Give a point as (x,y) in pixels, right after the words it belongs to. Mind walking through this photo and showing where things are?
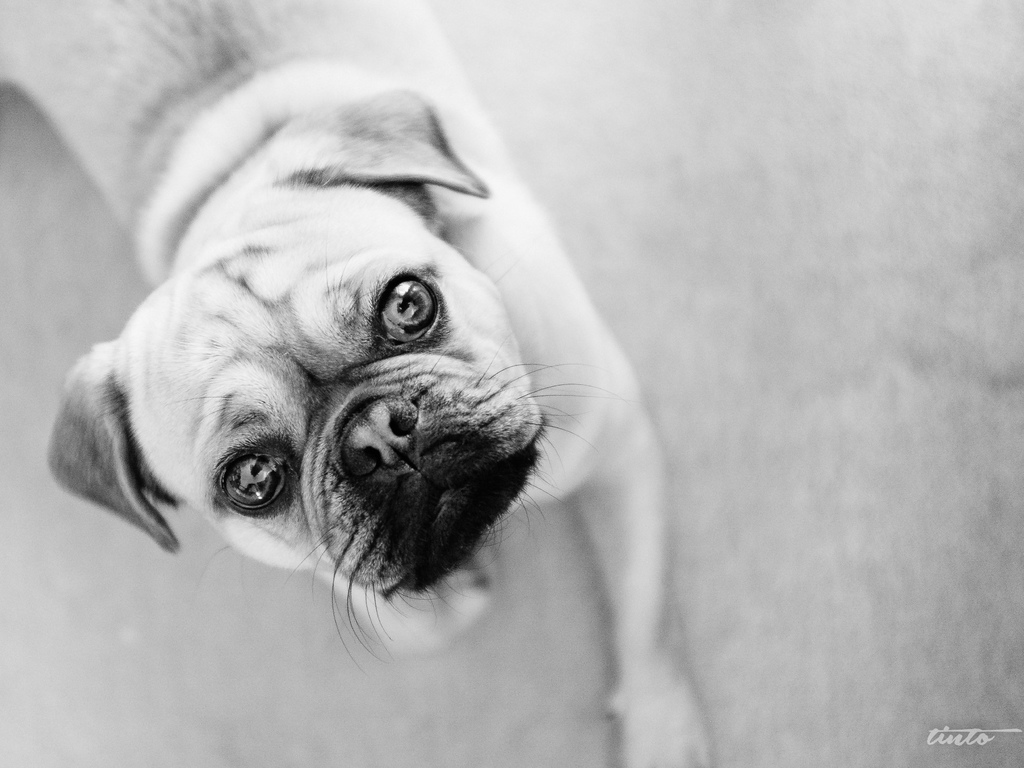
In this image I can see an animal (253,241). It is on the surface (738,436). And this is a black and white image.
